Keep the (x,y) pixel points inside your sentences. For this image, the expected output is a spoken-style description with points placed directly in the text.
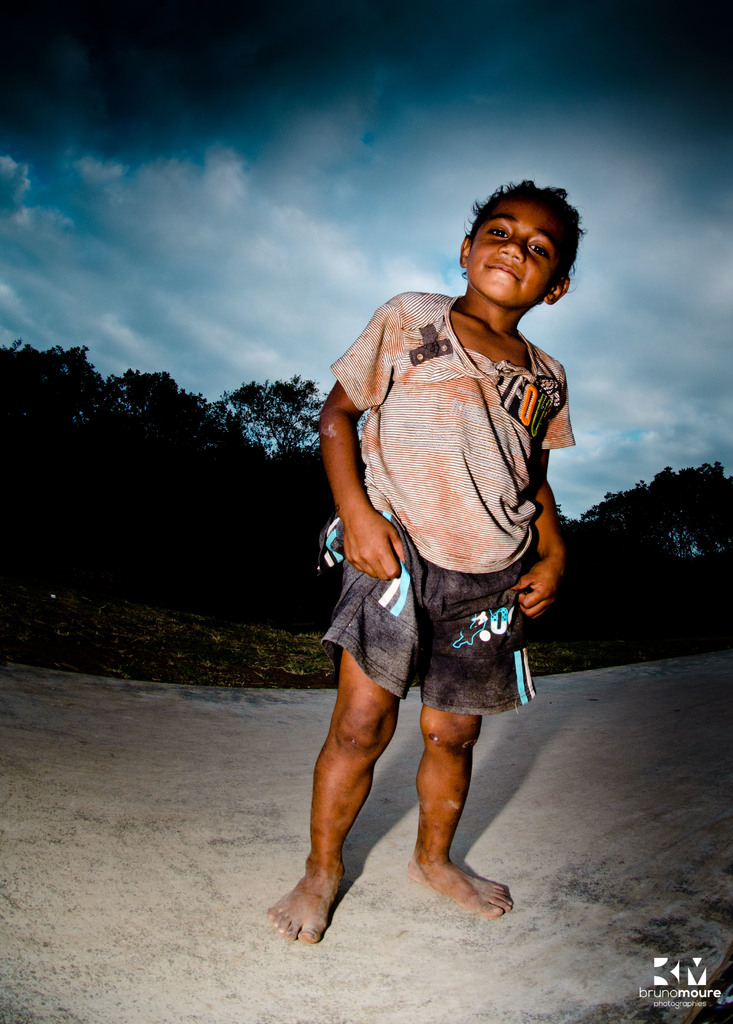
In the center of the image (422,538) we can see a boy (469,485) is standing. In the background of the image (9,442) we can see the trees (314,454). At the bottom of the image (256,906) we can see the road (406,773). In the bottom right corner (690,993) we can see the text (689,1006) and logo (673,980). At the top of the image (344,176) we can see the clouds (336,298) are present in the sky (364,264).
